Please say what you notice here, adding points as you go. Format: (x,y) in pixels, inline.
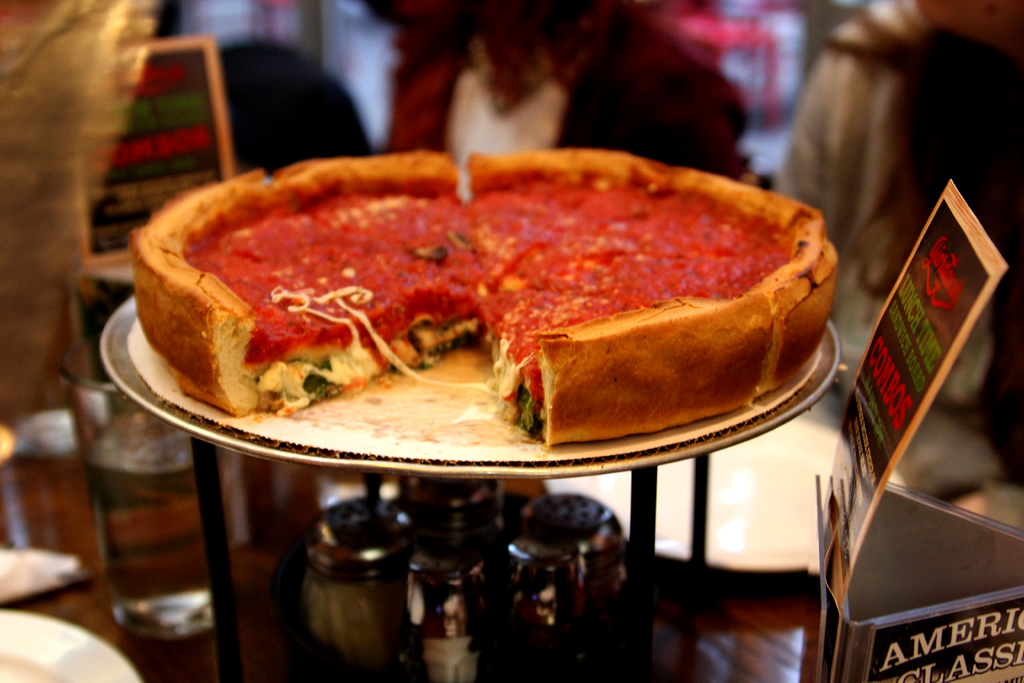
In this picture we can see a pizza (459,327) in the plate (160,417), beside to the plate (387,395) we can find few glasses (129,440) and bottles (481,576) on the table (772,609) in the background (742,158) we can see few people (679,130).
